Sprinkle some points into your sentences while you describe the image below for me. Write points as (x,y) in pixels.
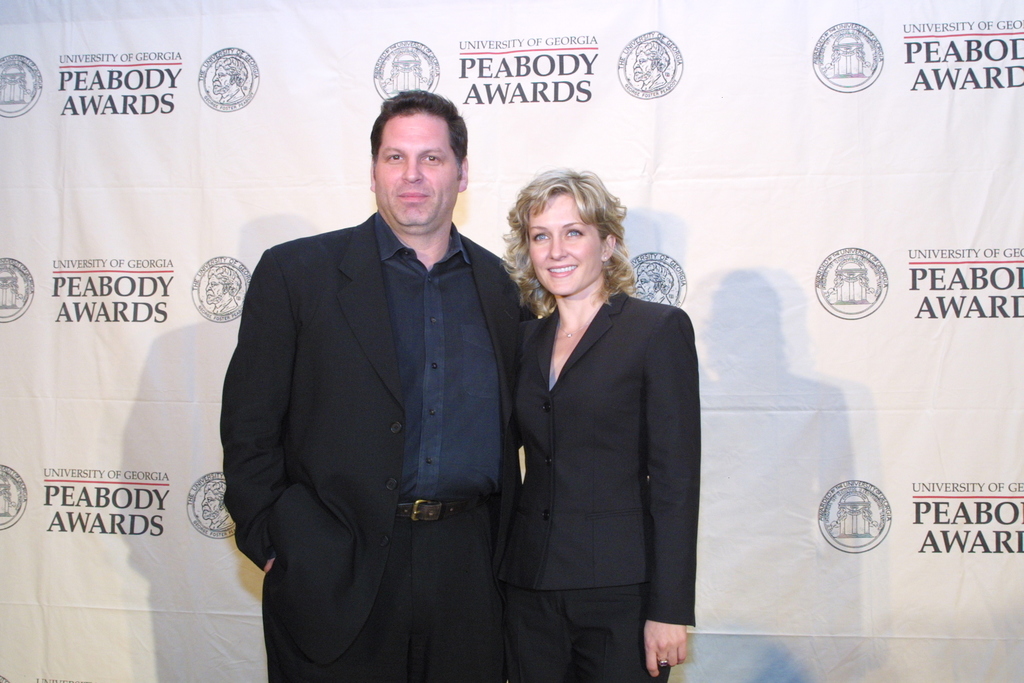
There is a man (386,359) in black color dress (401,395), smiling and standing near a woman (584,415) who is in black color dress (617,437) and is smiling and standing. In the background (878,285), there is a white color banner (256,197).
